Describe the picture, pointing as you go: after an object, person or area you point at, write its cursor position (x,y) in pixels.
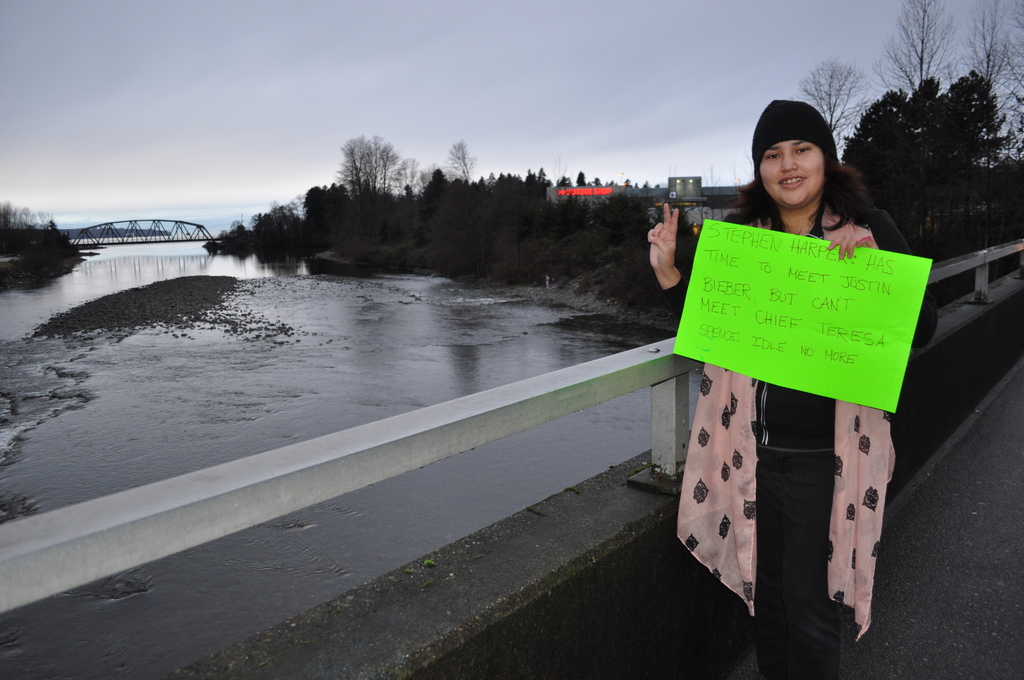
In this picture there is a girl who is standing on the right side of the image (758,235), by holding a poster (786,235) in her hands (673,244), there is a boundary (121,528) on the left side of the image (301,486) and there is water (271,328) on the left side of the image (327,298), there are trees (565,211) on the left side of the image (308,242).
